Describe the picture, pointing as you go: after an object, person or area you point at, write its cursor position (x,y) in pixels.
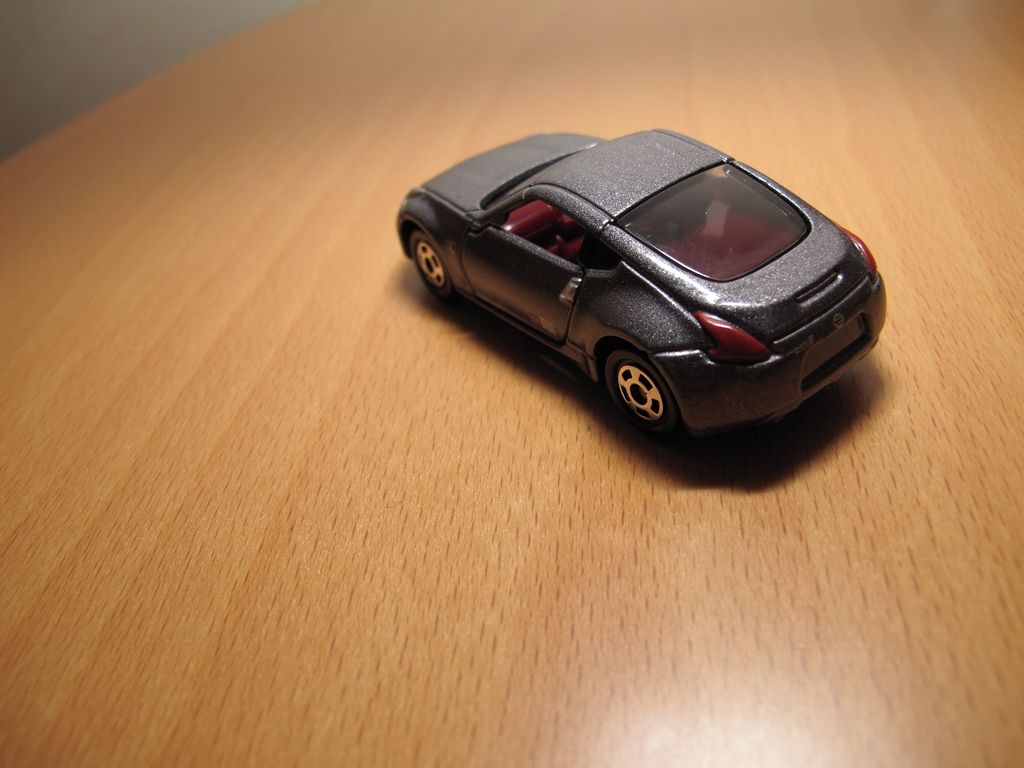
In the foreground of this image (666,359), there is a toy car (670,358) on a wooden table (273,468) and in the background (120,50), there is a wall (114,52).
